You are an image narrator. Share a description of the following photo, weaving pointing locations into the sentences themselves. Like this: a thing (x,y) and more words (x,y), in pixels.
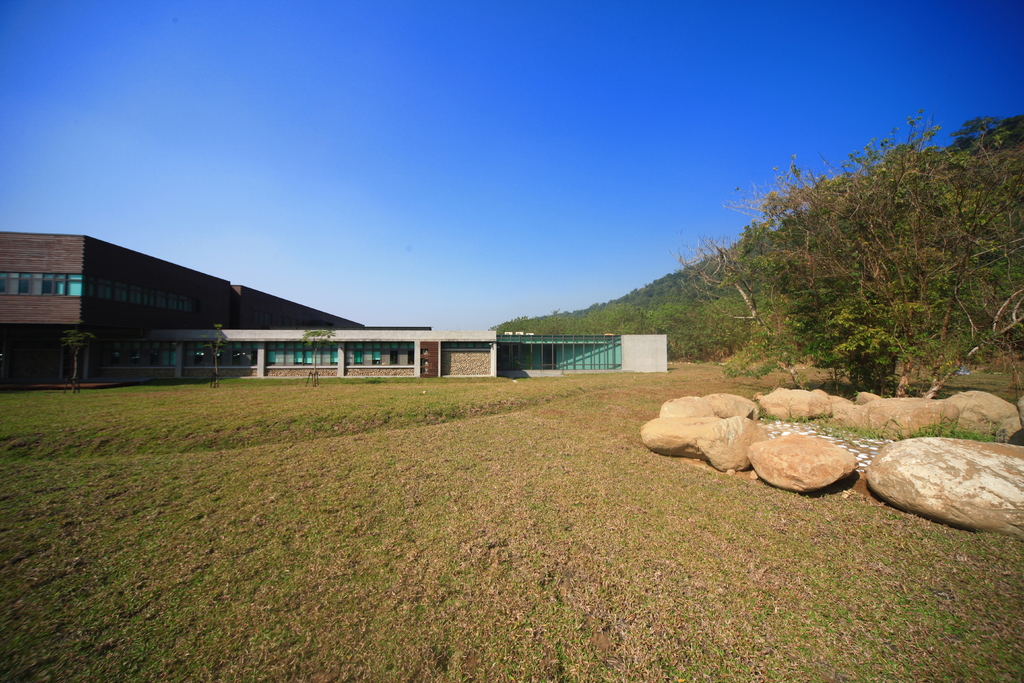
In this image we can see grass (506,457) on the ground (506,457). On the right side (914,501) there are rocks (897,412). Also there are trees (775,271). In the back (295,347) there are buildings (348,332). In the background (446,156) there is sky (447,159).
